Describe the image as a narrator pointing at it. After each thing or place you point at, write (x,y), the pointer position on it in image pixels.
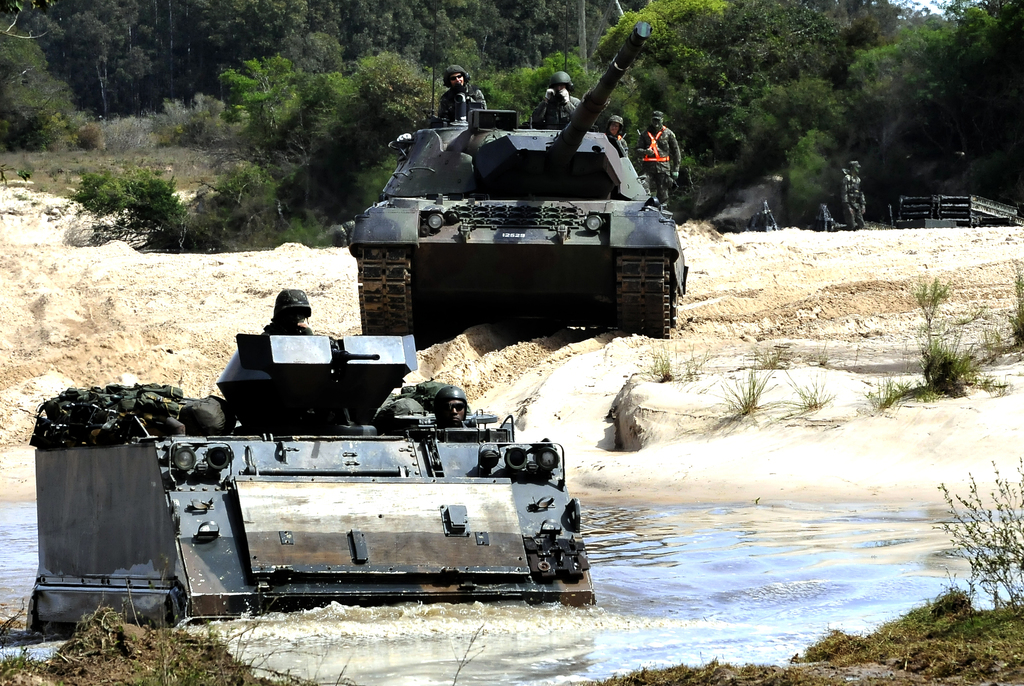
In this picture there are people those who are sitting in Armored cars (417,426) in the image and there is water (618,526) at the bottom side of the image (643,571) and there are trees (743,80) in the background area of the image (627,80).
